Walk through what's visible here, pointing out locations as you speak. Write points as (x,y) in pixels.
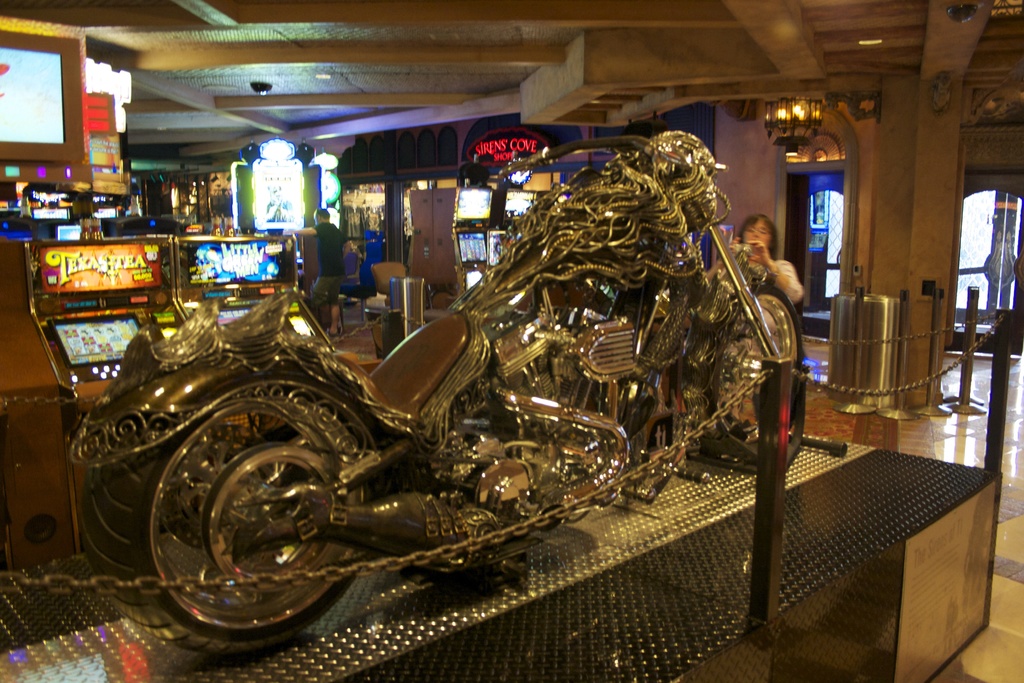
In this picture there is a motorbike (588,413) and there is a railing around the bike (366,394). At the back (278,200) there are screens (278,200) and there is a person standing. On the right side of the image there is a person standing and holding the camera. At the back (978,253) there are doors (973,278). At the top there are lights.
